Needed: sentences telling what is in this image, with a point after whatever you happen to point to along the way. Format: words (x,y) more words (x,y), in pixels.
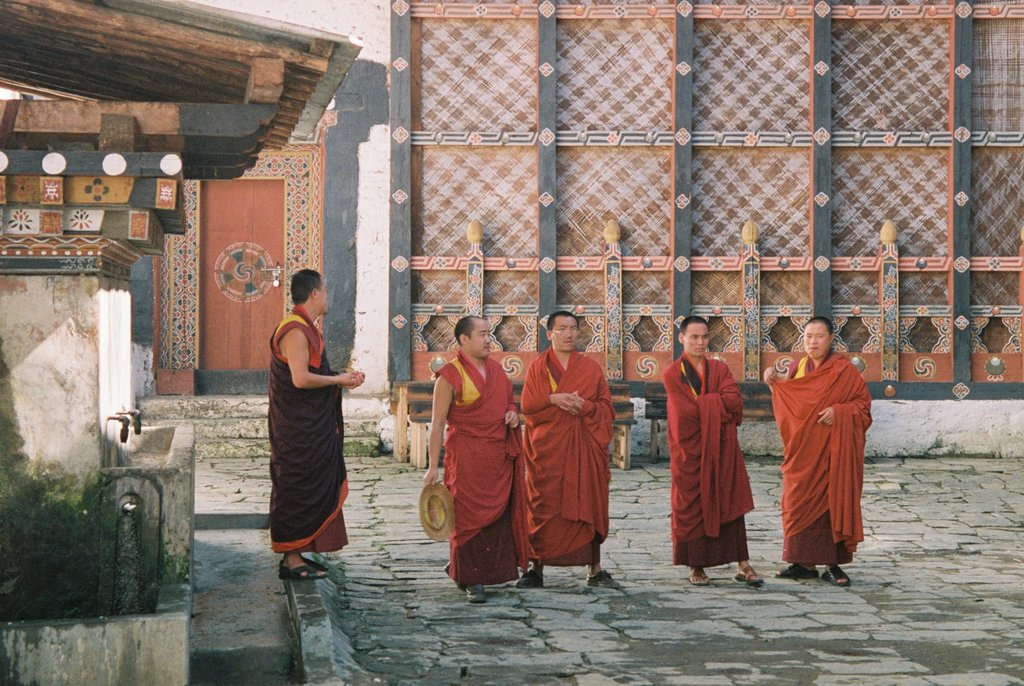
In the image we can see there are people (697,422) standing and they are wearing red colour dress (467,454). A man (440,400) is holding a hat (430,508) in his hand (432,469) and behind there is a door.
